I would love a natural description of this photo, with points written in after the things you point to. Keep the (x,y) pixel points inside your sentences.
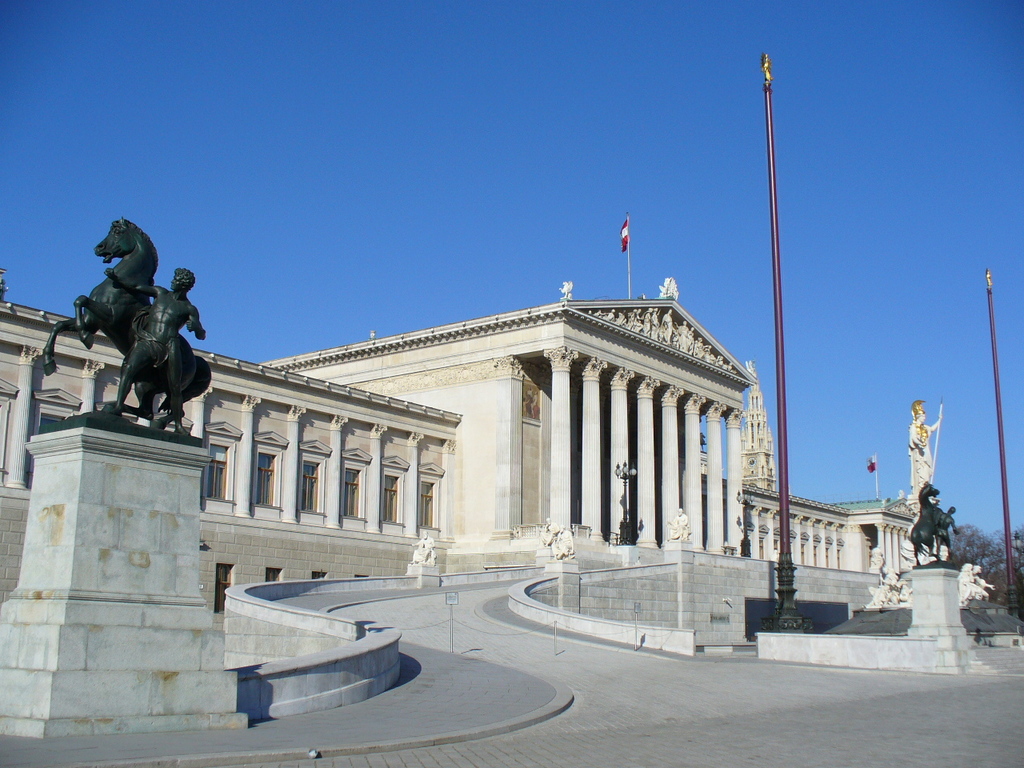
In the foreground of the picture (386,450) we can see sculptures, path (612,736), poles (1009,561), building (567,522) and flag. In the right (990,574) we can see trees (992,541). At the top (393,153) there is sky (589,149).
